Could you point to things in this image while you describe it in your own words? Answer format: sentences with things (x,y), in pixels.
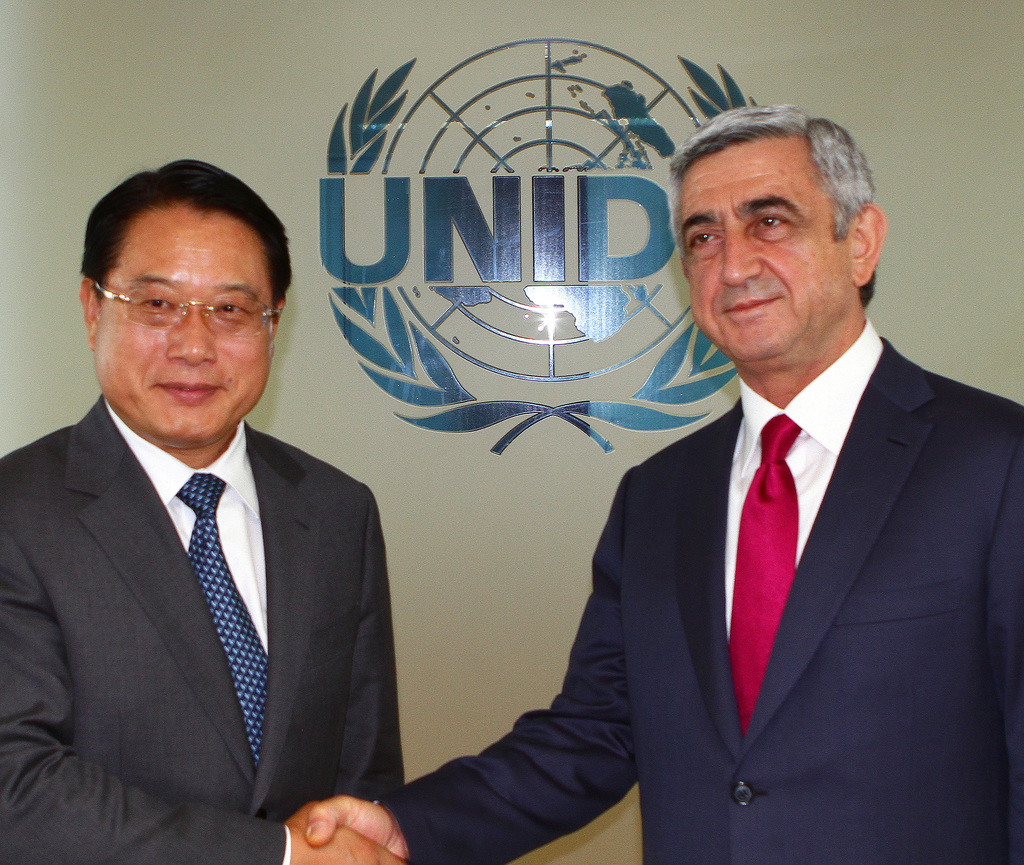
In the image two persons (523,727) are standing and smiling. Behind them there is a wall (11,49).
